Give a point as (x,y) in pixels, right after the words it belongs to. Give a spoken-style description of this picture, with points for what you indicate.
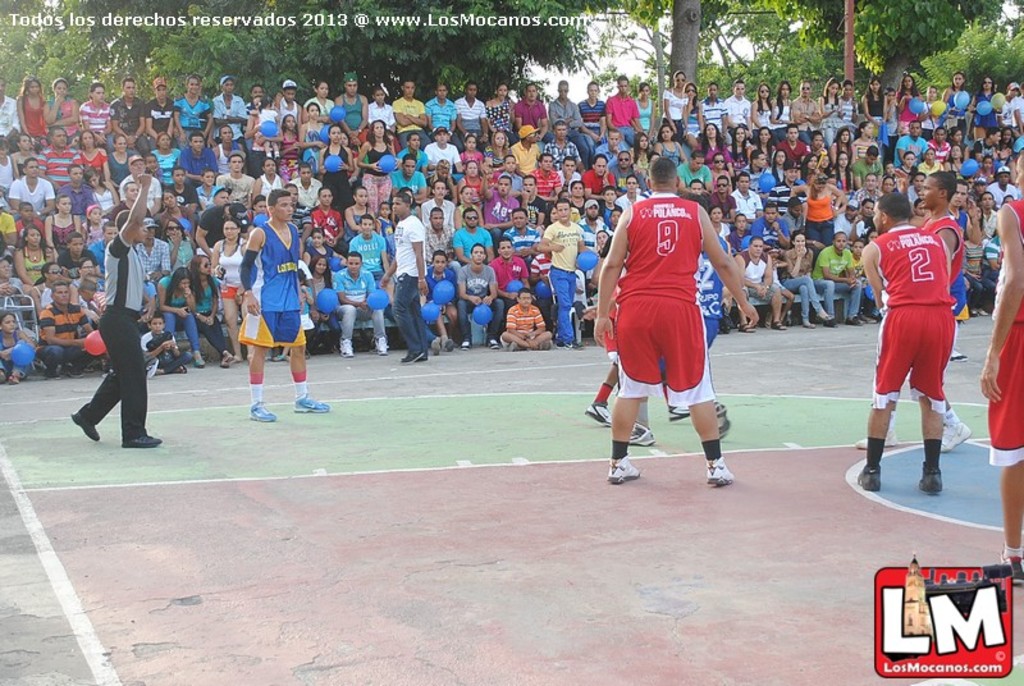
In the picture we can see many people (315,326) are sitting and watching the people (913,300) who are playing some sport, they are in the sportswear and in the background (582,83) we can see some trees (471,76) and the part of the sky (554,94).
